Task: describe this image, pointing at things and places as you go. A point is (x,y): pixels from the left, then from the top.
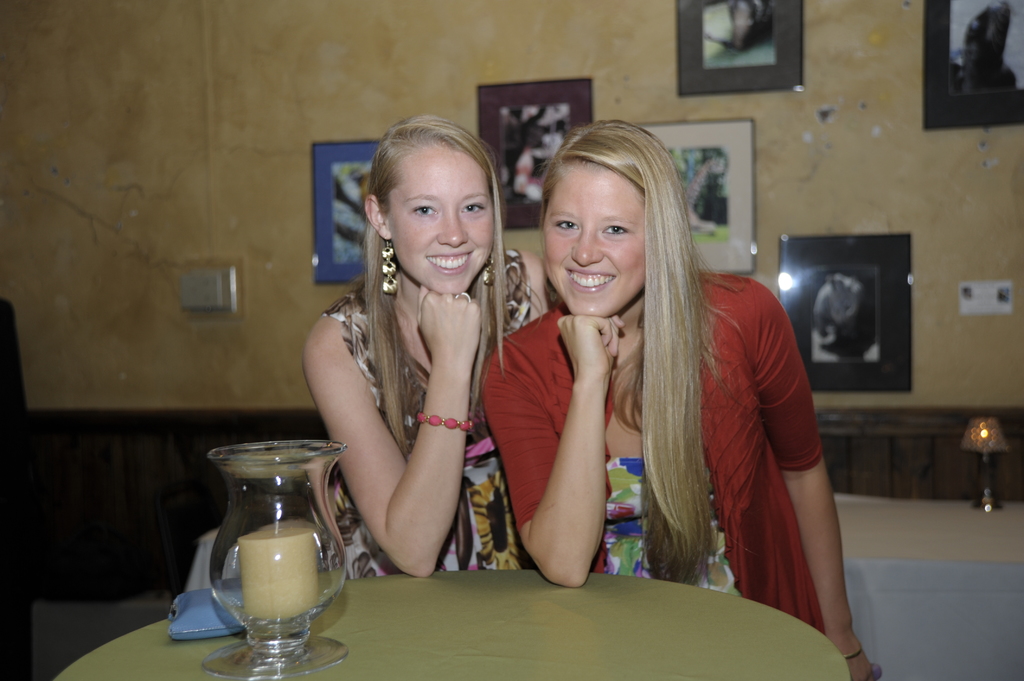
This picture shows two woman (759,558) standing with a smile (596,273) on their faces (582,280) and we see a candle (250,590) on the table (79,673) and we see few photo frames (1003,70) on the wall (82,25).
